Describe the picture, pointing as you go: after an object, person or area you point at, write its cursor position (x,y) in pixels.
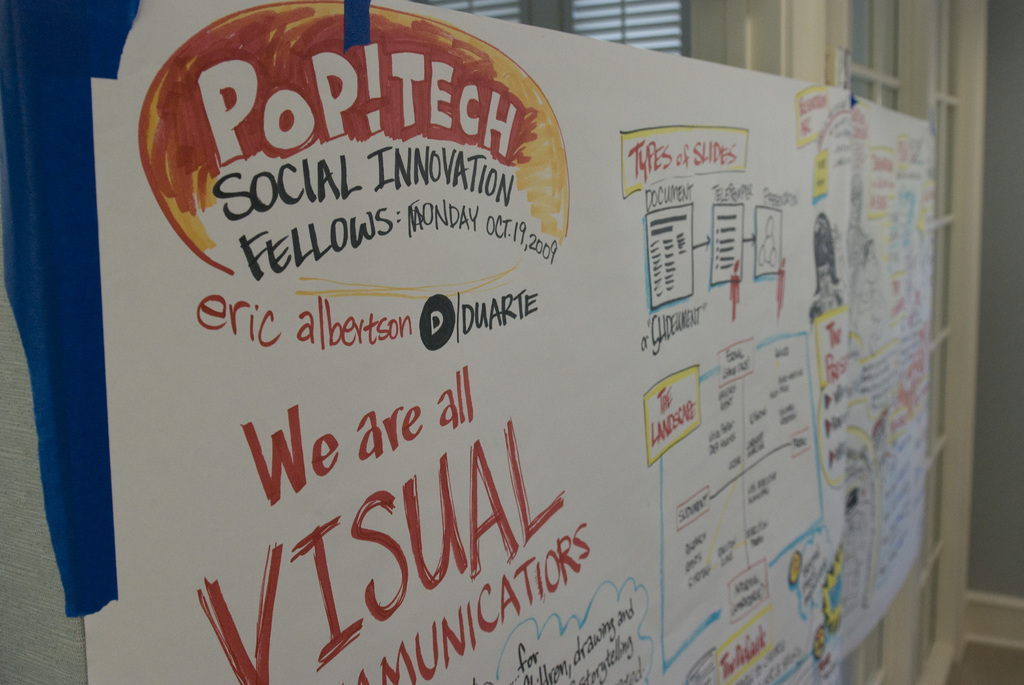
In this image we can see a white board (483,378) with some text (470,393). In the background (860,29) there are doors (881,69) and blinds (598,13).
